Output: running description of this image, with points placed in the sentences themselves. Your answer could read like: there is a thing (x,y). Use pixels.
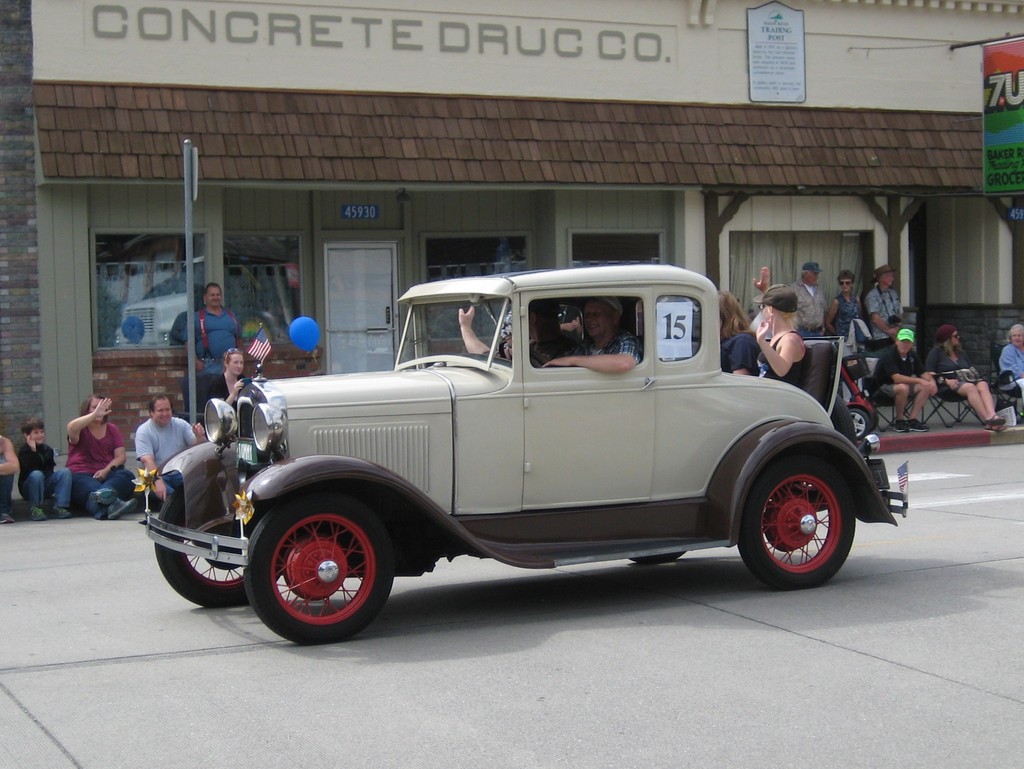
In this image in the center (441,433) there is one vehicle (513,411) and some persons (568,359) are sitting in a vehicle (669,376), in the background (958,345) there are a group of people (102,448) who are sitting and also there is a building (516,134), pole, boards (1004,112). At the bottom (373,637) there is a walkway (920,646).
